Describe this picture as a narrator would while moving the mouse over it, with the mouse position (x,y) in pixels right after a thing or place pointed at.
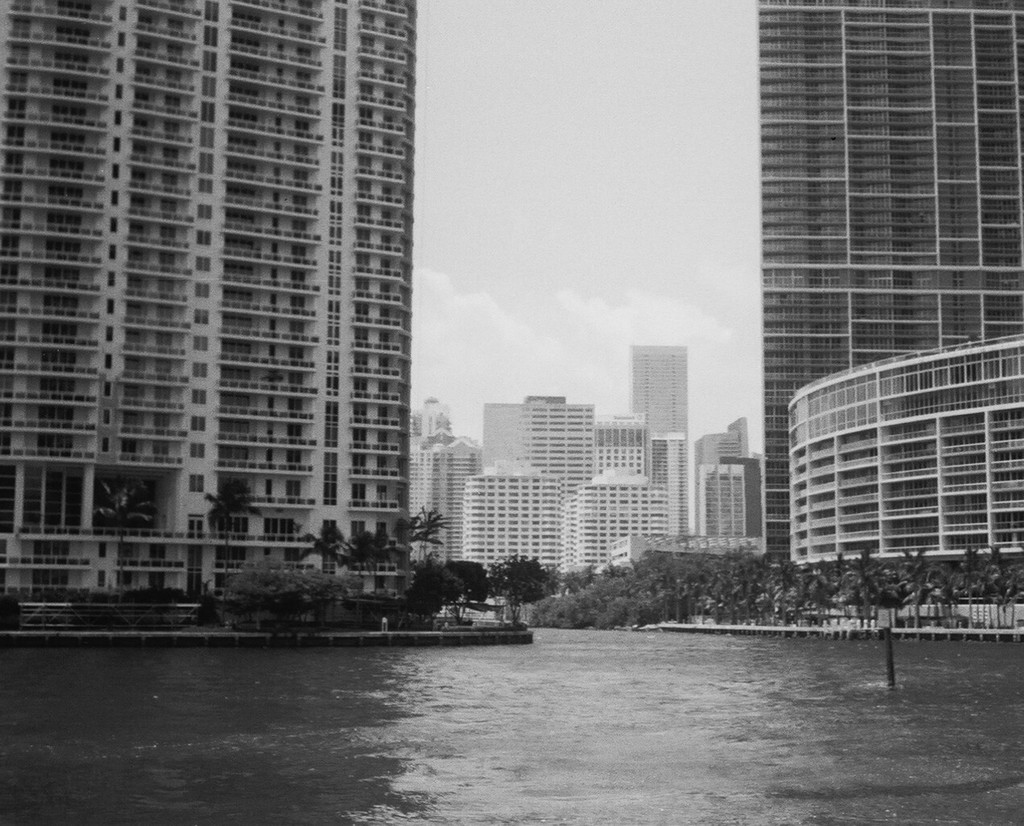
We can see water (705,734) and pole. In the background (203,583) we can see buildings (254,555), trees (939,598) and sky (568,177).
